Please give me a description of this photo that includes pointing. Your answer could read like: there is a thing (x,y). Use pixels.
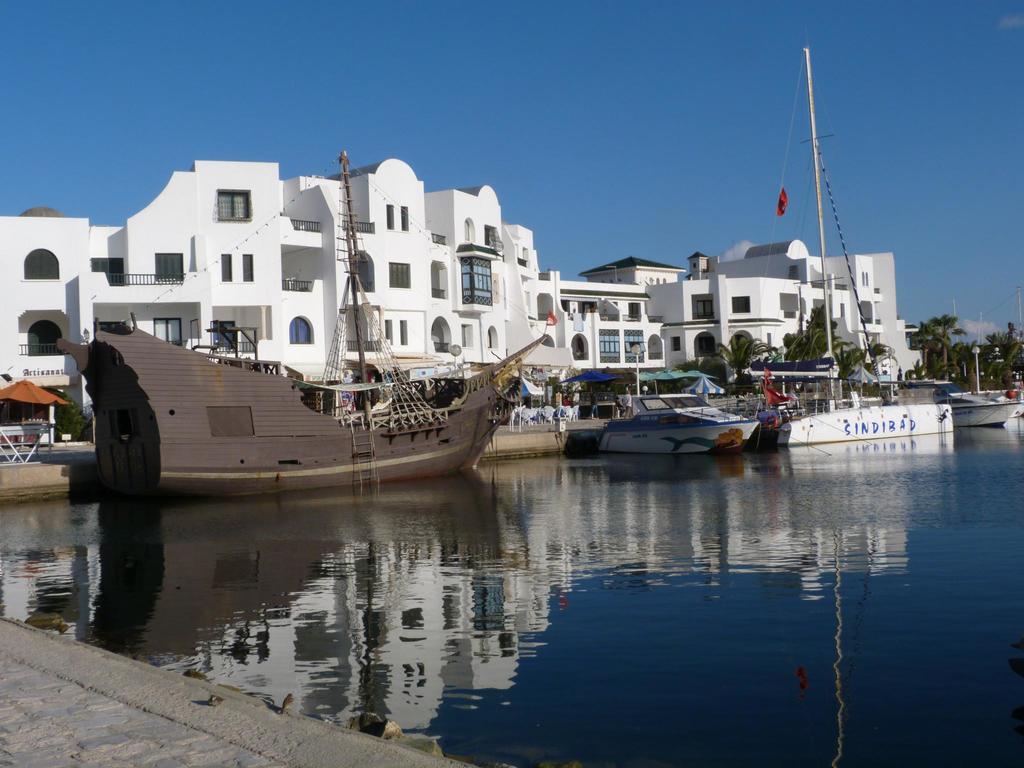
In the middle of the image (447,373) we can see the buildings (315,287), boats (367,398), poles (348,258), tents (336,382), chairs (537,418), trees (918,328) are present. At the bottom of the image (680,628) water (699,647) is there. At the top of the image (636,56) sky (649,40) is present. At the bottom left corner (214,731) floor (125,738) is there.
